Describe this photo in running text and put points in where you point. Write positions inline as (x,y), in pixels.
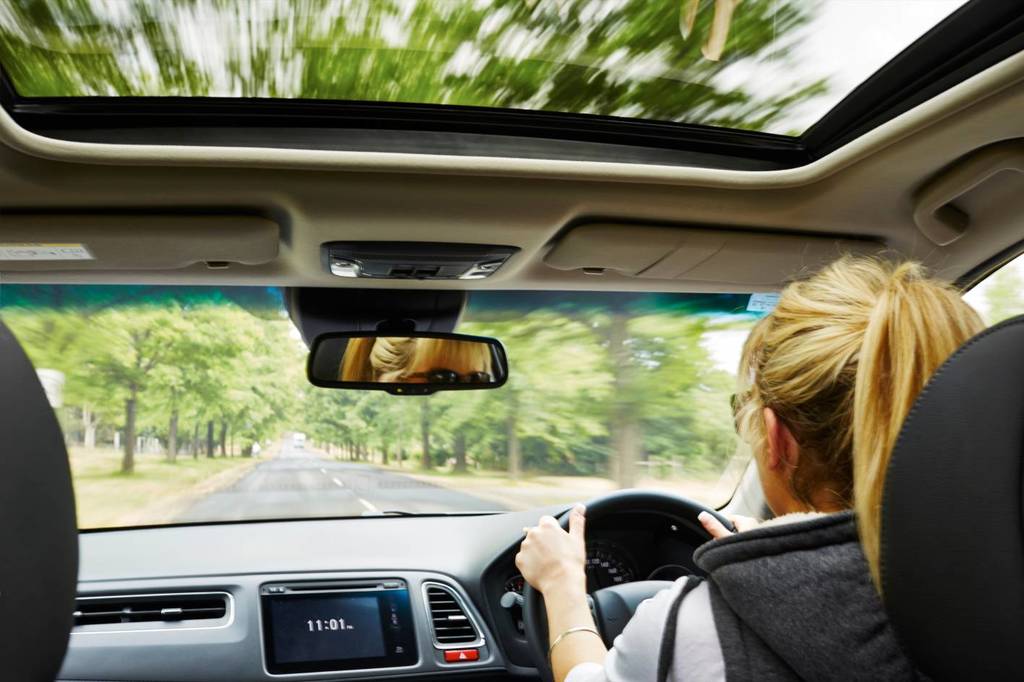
In this picture, we see a woman (892,451) is driving the car (677,532). We see a mirror (429,381) in which we can see the woman (450,344) is wearing the spectacles (439,372). In front of her, we see a glass (328,471) from which we can see the road (335,482). On either side of the road (281,489), we see the trees (217,396). At the top (174,35), we see the glass (545,35) and we even see the reflections (571,63) of the trees (683,16) on the glass (582,41).
